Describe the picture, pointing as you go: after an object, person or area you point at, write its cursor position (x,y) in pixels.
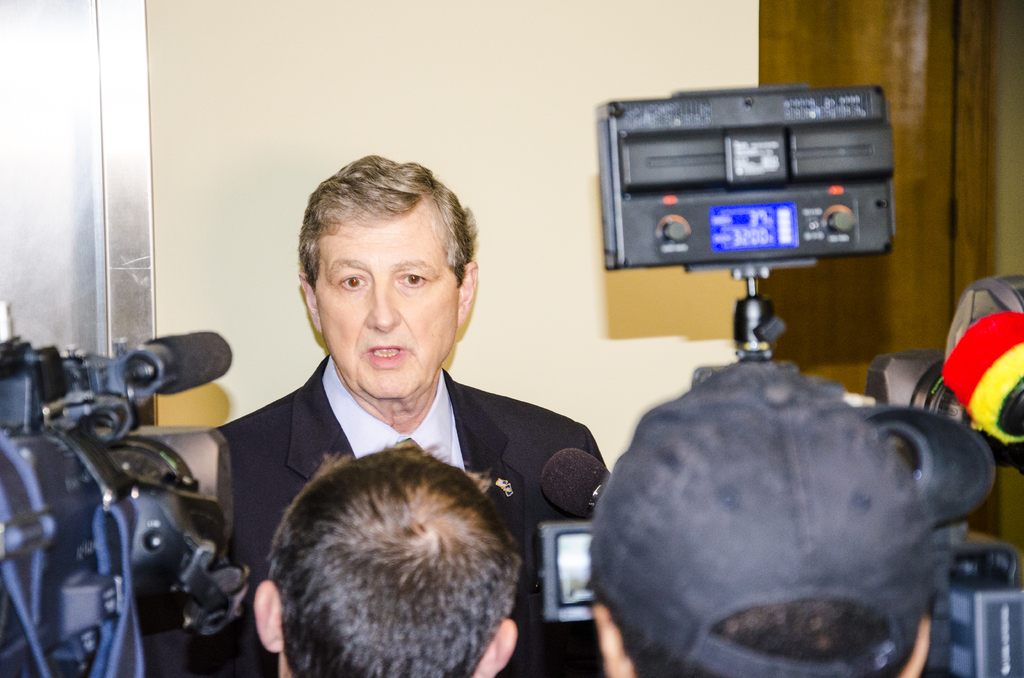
In this picture I can see few people (439,577) in front (865,479) who are holding cameras (177,554) and mics (568,476) and I see a man (525,470) in front of them and in the background (278,108) I see the wall (477,186).
